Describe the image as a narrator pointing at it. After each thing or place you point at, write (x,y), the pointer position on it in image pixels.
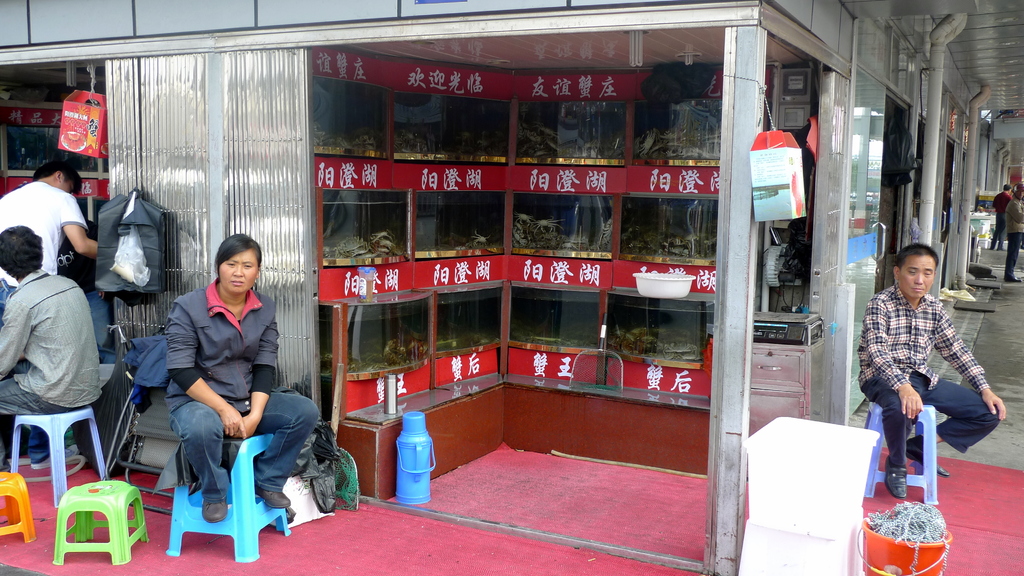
In this picture there is a woman (196,351) who is wearing black dress (202,300) and she is sitting on the chair (247,449). Beside her we can see many chairs (44,419). There is a person (59,243) who is standing near to the shop (23,124). On the right (903,361) there is a man (896,350) who is wearing shirt (918,362) and shoe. He is sitting near to the bucket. On the right (1007,189) background (973,171) we can see group of person (1004,202) were standing near to the pipes (923,200) and windows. In the center (376,251) we can see food items (542,154).
